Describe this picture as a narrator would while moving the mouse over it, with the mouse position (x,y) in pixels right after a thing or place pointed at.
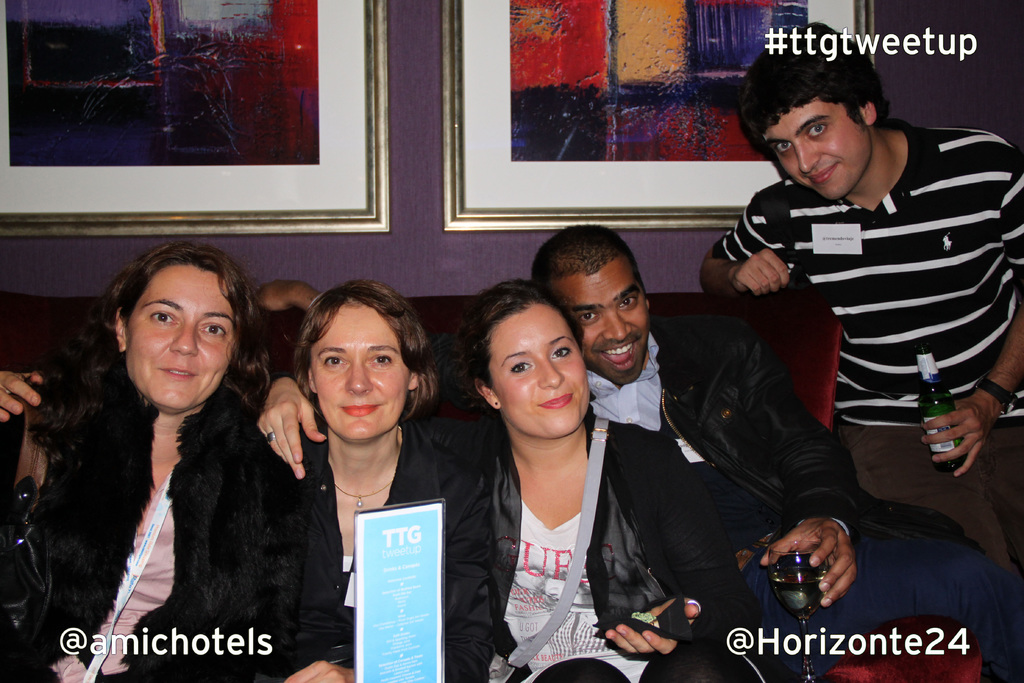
In the center of the image (620,383) we can see a few people (556,441) are sitting and they are smiling and they are in different costumes (626,455). Among them, we can see three persons (758,429) are holding some objects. In front of them, we can see one board (384,674) with some text (398,677). At the bottom of the image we can see some text (213,641). In the background (440,113) there is a wall (410,130), frames (509,99) and some text (824,44).
